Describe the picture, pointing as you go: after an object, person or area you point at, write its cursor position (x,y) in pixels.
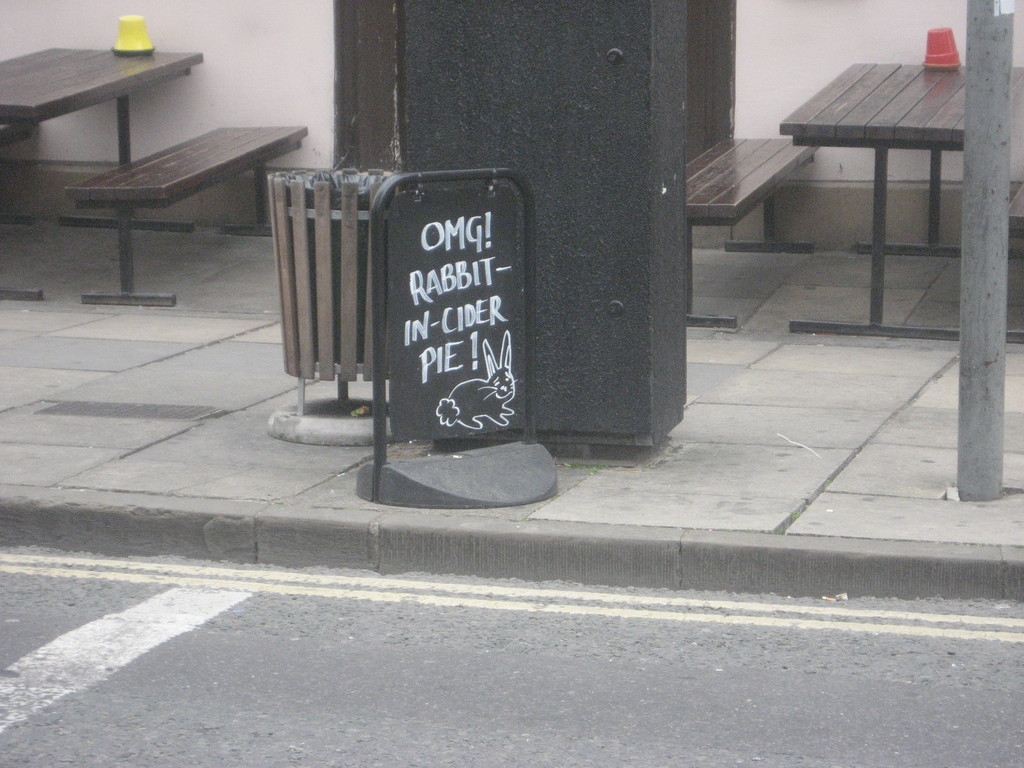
As we can see in the image, there are two benches (134,157). There is yellow cup (135,31) on the table (63,66) which is on the left side (91,58) and there is a red cup (952,48) on the table (919,112) which is on the right side (841,133). In the front (775,702) there is a road (431,675).
